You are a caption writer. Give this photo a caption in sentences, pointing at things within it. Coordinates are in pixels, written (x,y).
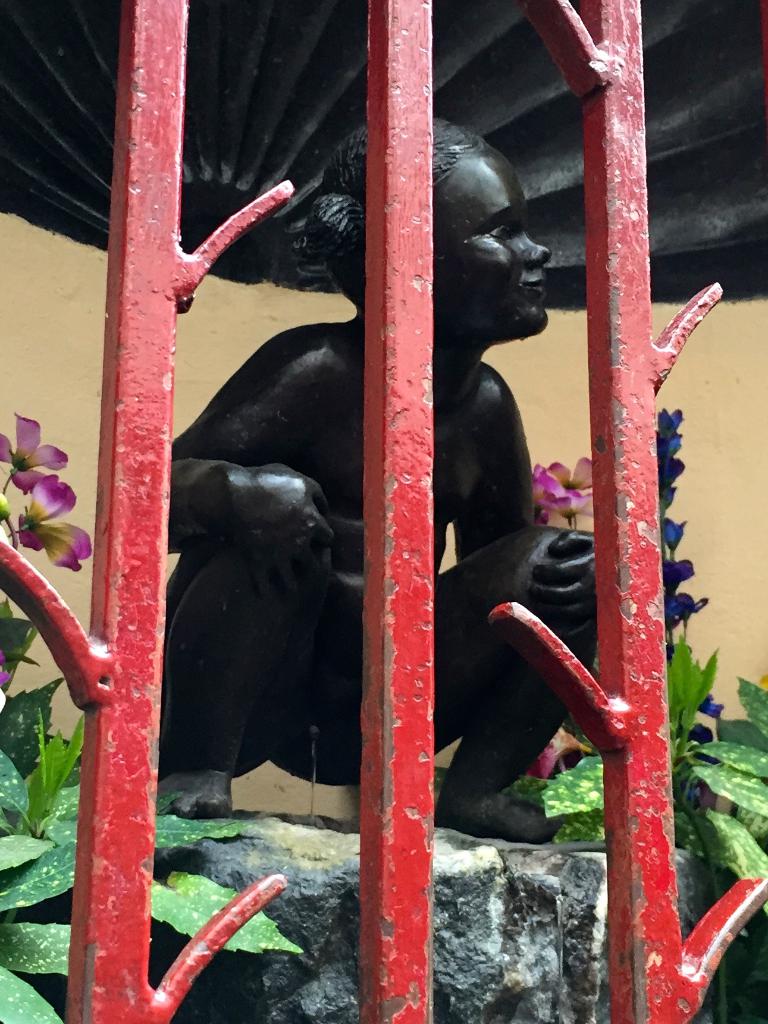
To the front of the image (141,68) there are red color rods fencing (381,602). Behind the fencing (416,1018) there is a statue of a girl (458,212) in black color. And also there are plants (756,754) with pink flowers (34,524). And above the statue (462,150) there is a black roof (104,119).
